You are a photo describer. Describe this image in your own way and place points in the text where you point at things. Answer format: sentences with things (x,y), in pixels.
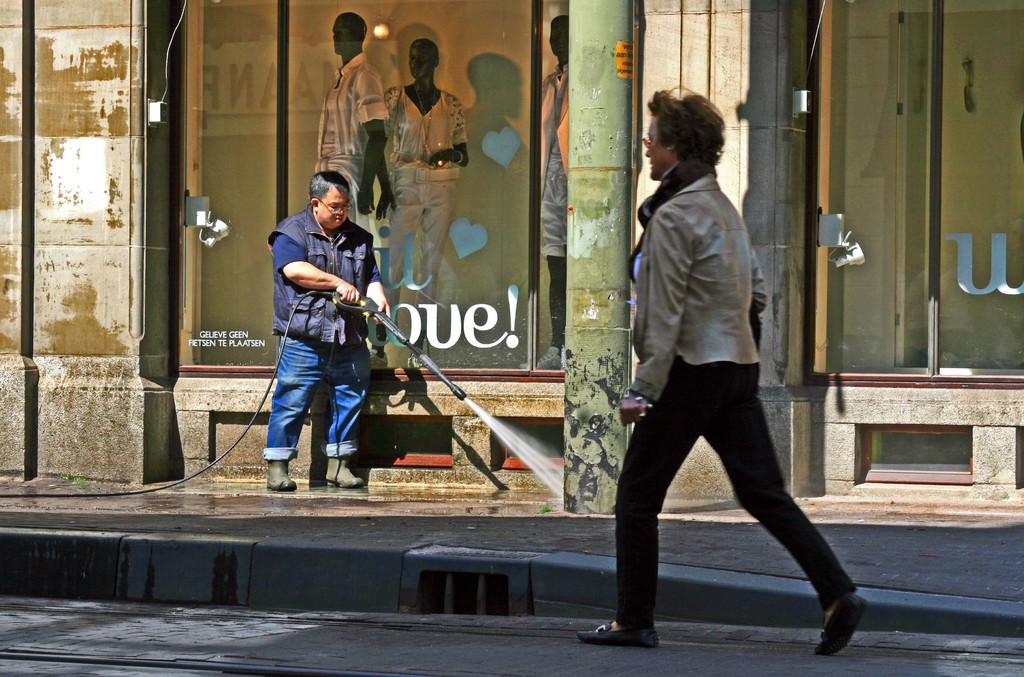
In this picture we can see the woman (660,257) wearing a white jacket (730,346) and walking on the road (261,637). Behind we can see a man (349,279) wearing a blue jacket (339,264) and cleaning the footpath (460,492) with the water pipe (437,365). Behind we can see the shop (233,147) and some statues (405,122) in the shop (237,267).
